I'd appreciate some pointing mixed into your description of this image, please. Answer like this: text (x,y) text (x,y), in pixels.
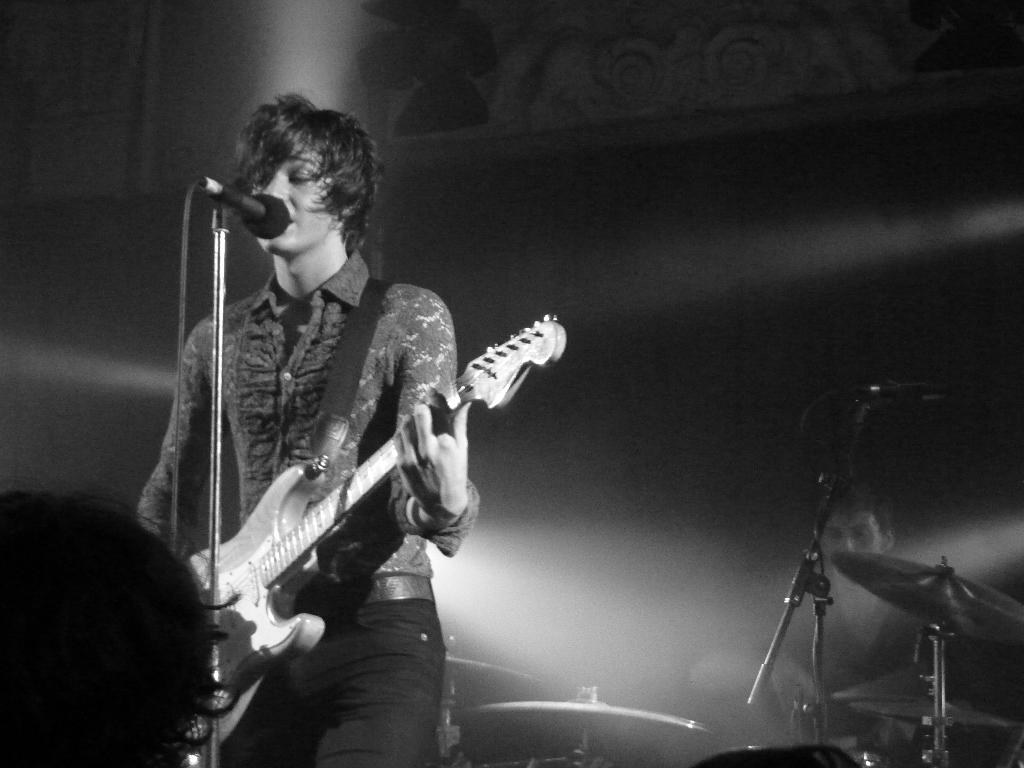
In this image I see a man (391,307) who is holding a guitar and he is in front of a mic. In the background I see another person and there is a musical instrument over here.
